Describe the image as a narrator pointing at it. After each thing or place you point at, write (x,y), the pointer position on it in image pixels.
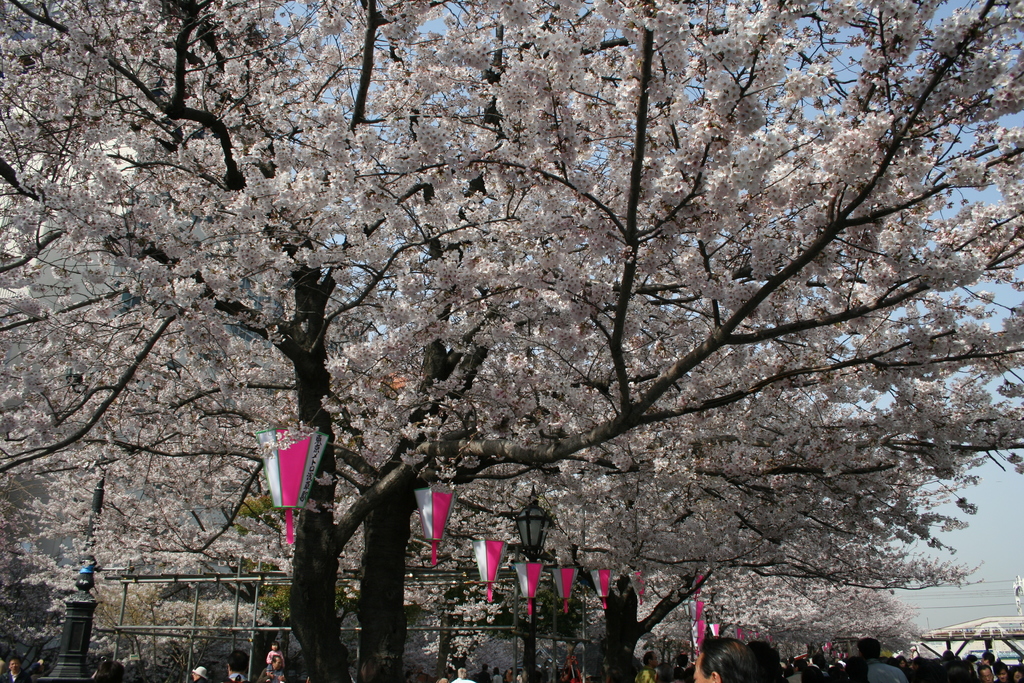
In this image, we can see a few trees (487,282). We can see some people (966,681). There are some poles (1015,584). We can see the sky (988,591) and some wires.
